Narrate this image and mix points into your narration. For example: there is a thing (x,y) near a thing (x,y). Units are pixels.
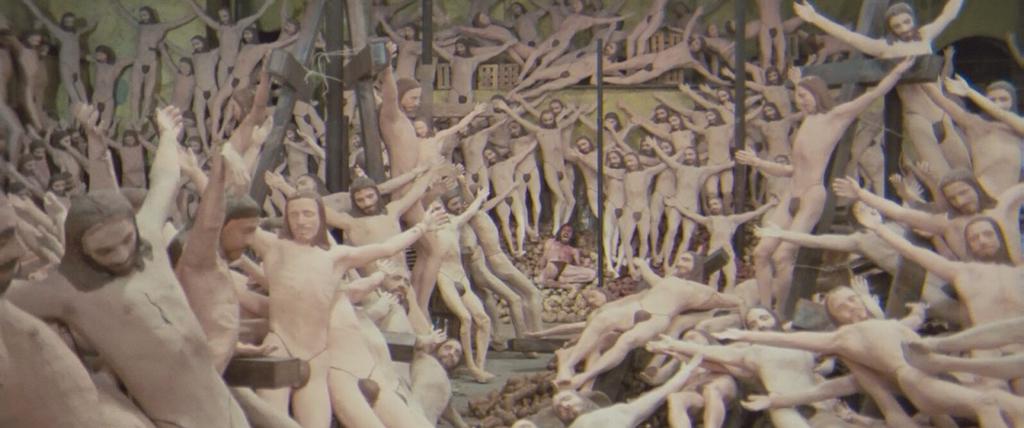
In this there are lot of dolls (722,158) in the shape of men (414,235) without clothes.
